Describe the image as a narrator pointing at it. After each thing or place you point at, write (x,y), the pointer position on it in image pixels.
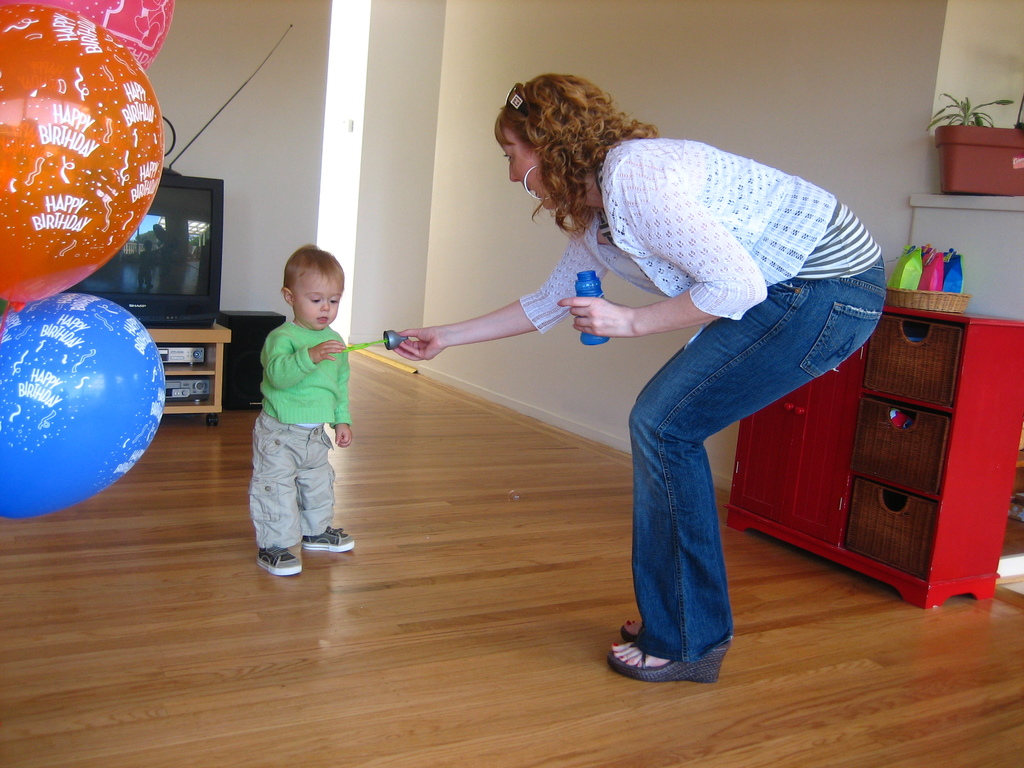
In this image we can see a lady (791,261) standing and holding a bottle (597,344), before her there is a boy (302,419). On the left (76,209) there are balloons (114,321) and we can see a television (145,315) placed on the stand (215,381). On the right (983,324) there is a table (980,381) and there is a basket (928,302) placed on the table (934,368). We can see a houseplant (948,191) on the wall (989,200). In the background (787,67) there is a wall (596,59).
